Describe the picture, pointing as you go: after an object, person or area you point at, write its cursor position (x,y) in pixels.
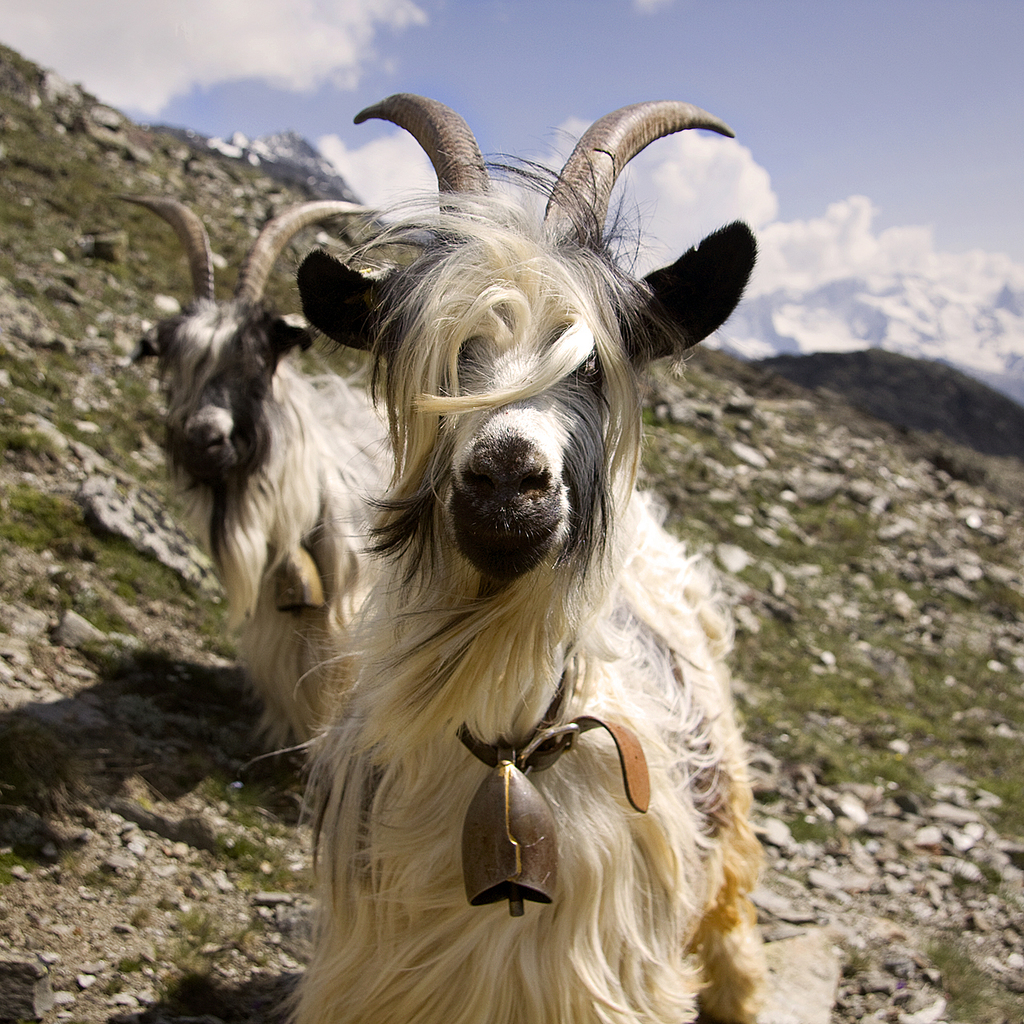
In this Image I can see two animals (343,597) are on the ground (240,750). These animals (335,736) are in black and cream color. And I can see the belt (480,746) to these animals (439,699). In the back (430,191) there are clouds (311,39) and the sky (478,118).
